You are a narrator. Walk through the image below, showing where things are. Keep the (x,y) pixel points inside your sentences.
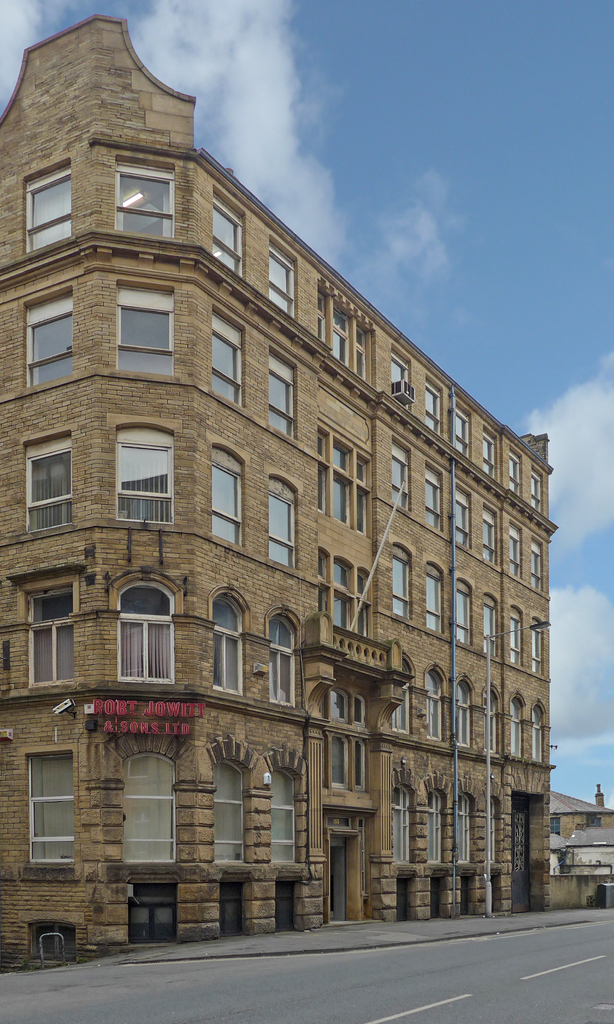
In this picture I can see buildings (348,755). In the background (520,330) I can see the sky (455,183). Here I can see white lines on the road (428,958).
